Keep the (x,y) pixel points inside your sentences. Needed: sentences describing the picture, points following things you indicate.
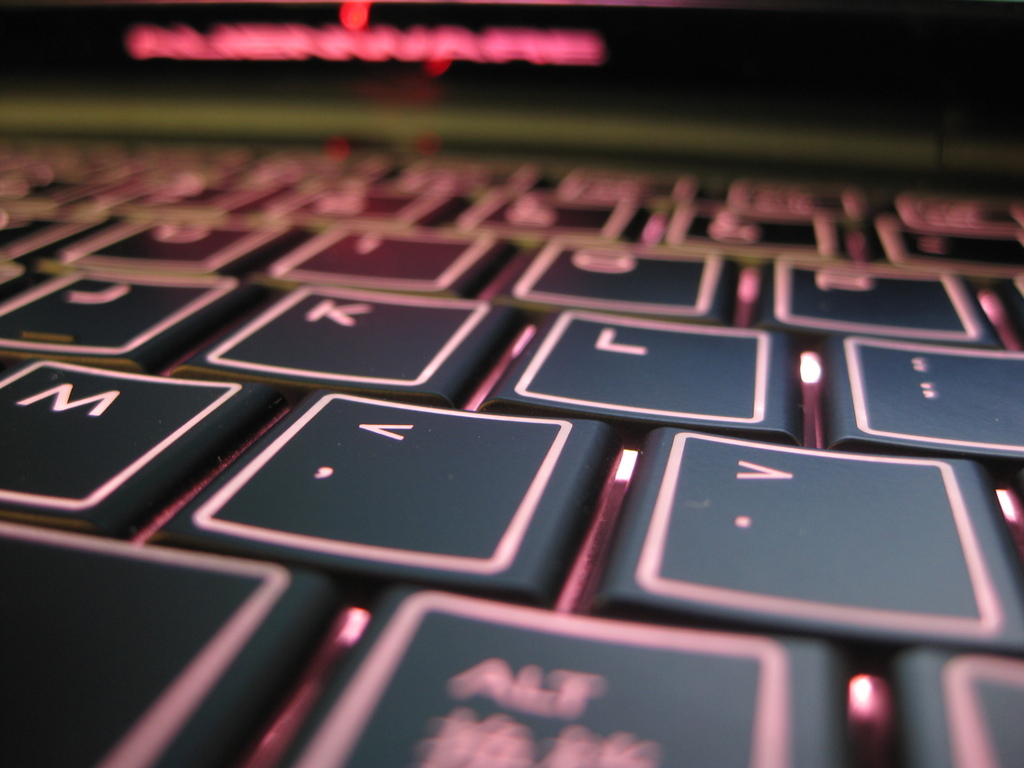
In the picture we can see a keyboard (795,746) with keys (778,746) on it which are black in color and far away from it we can see a red colored light (482,47).
